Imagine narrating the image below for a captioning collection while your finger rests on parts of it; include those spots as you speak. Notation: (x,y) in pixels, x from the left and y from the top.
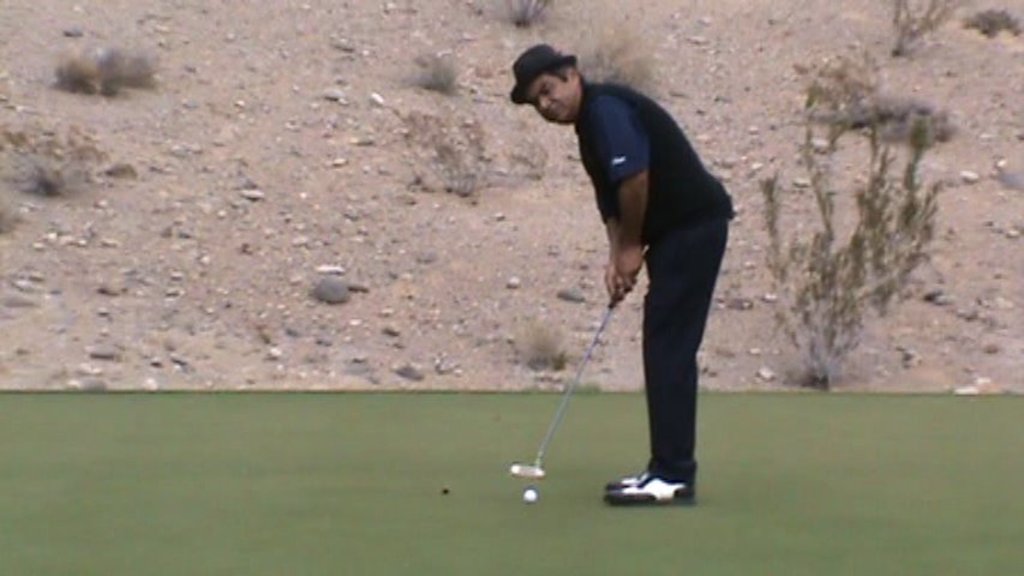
This image is taken outdoors. At the bottom of the image (457,506) there is a golf court (301,481). In the middle of the image (674,374) a man (553,112) is standing and he is holding a golf stick (522,472) and playing golf with a ball (528,499). In the background (315,189) there is ground (440,227) with pebbles (408,290) and a few dry plants (443,161) on it.
